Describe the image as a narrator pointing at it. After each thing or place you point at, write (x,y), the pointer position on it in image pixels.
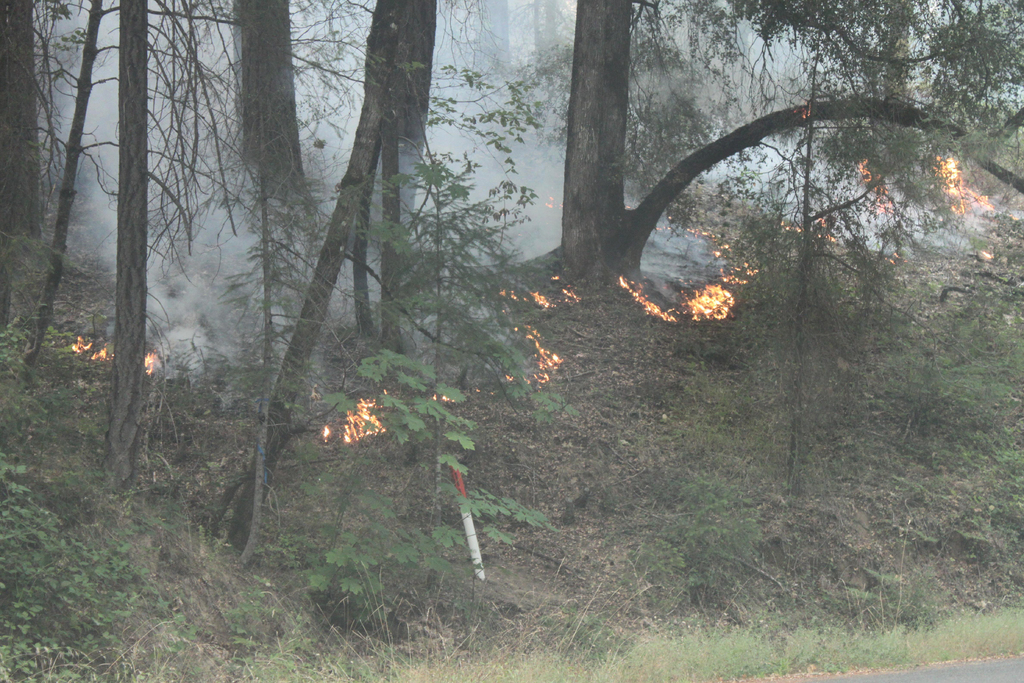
In this image I can see grass (717,660), plants (1010,448), trees (387,202), smoke (672,44) and fire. This image is taken may be in the forest (495,494) during a day.
